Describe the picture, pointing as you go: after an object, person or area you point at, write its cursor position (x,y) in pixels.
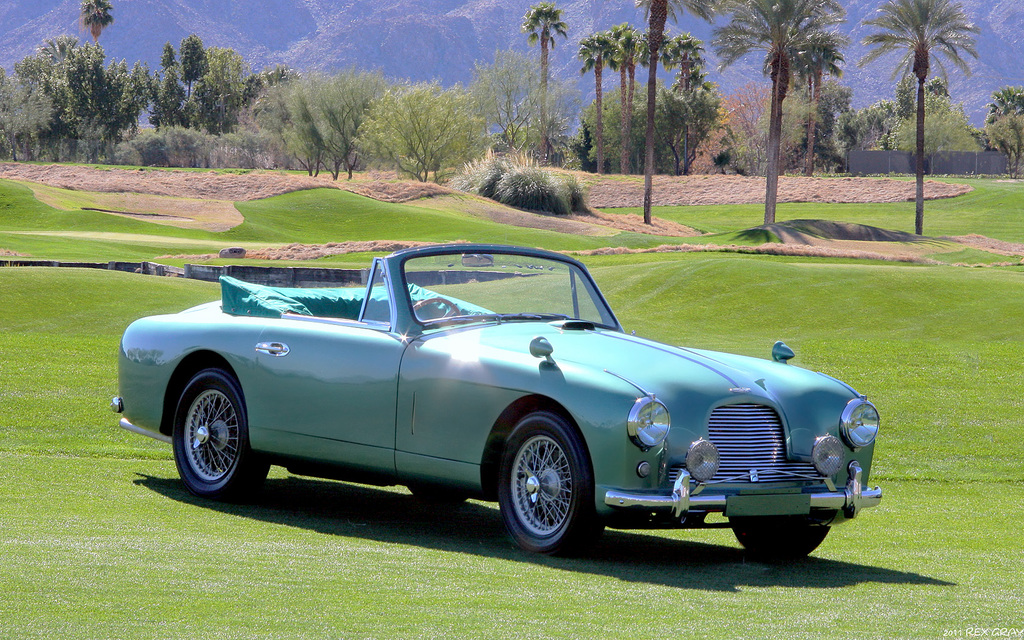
As we can see in the image there is a car (441,403), grass (391,207), plants (489,192), trees (397,161) and hills (417,35).
